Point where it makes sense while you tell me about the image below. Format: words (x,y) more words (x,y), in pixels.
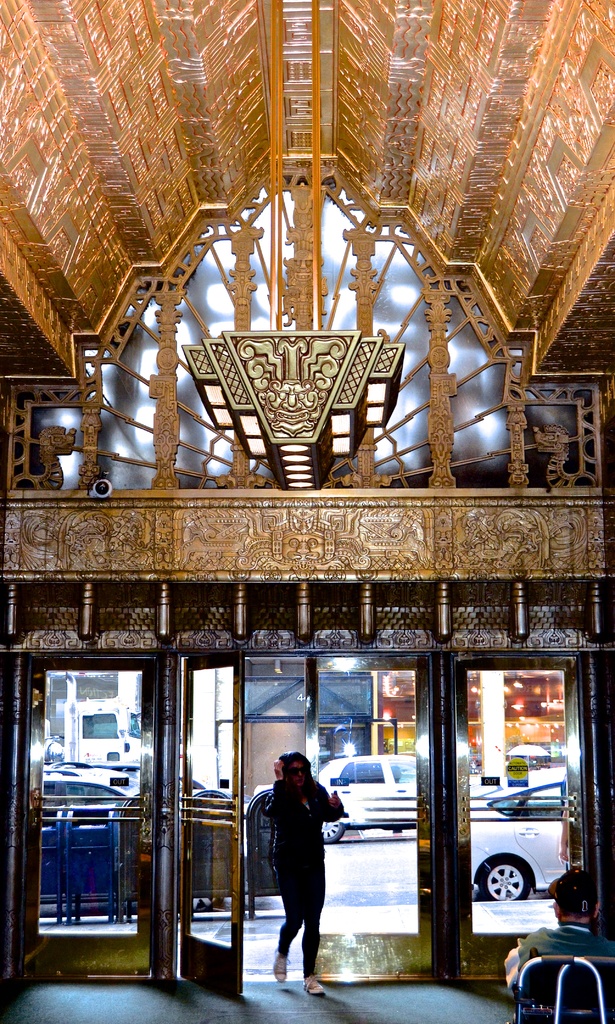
In this image, we can see carvings (187,610) on the surfaces (281,556). Here we can see few objects (201,378). At the bottom of the image (313,957), we can see a woman (319,863) is walking through the walkway (440,1017). Here we can see glass doors (334,872). Through the glass (405,832), we can see vehicles (555,825), road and some objects (265,788). On the right side (545,945) bottom corner, we can see a person (565,944) is sitting on the chair (561,996).
